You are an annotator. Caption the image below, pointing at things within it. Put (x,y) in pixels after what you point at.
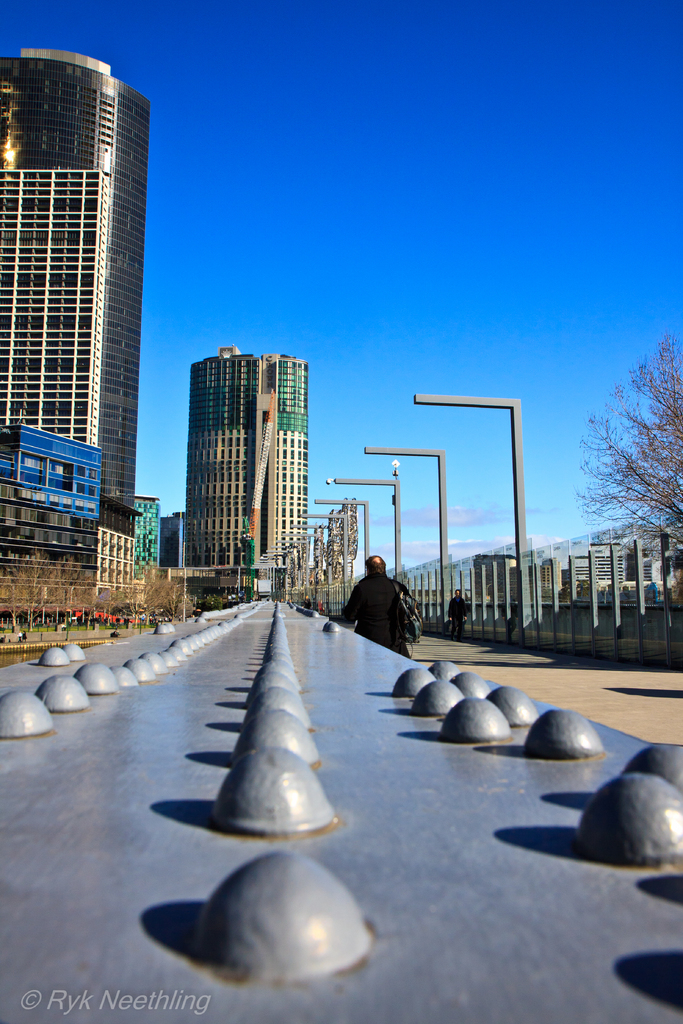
In this image we can see some buildings (240,476), poles (395,520), lights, some rivets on a surface (364,642), there is a person (388,596) standing, also we can see some trees (15,572), and the sky (447,441).
